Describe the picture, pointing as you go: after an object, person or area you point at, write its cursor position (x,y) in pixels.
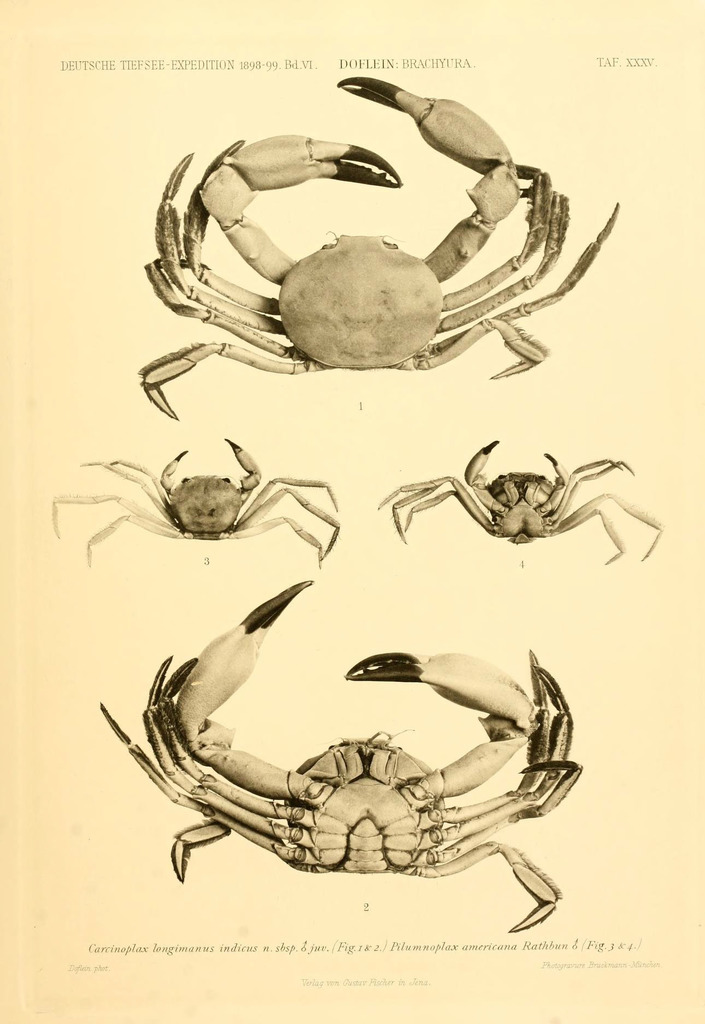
This image consists of a paper (300,892) with a few images of crab (173,507) and a text (281,951) on it.
